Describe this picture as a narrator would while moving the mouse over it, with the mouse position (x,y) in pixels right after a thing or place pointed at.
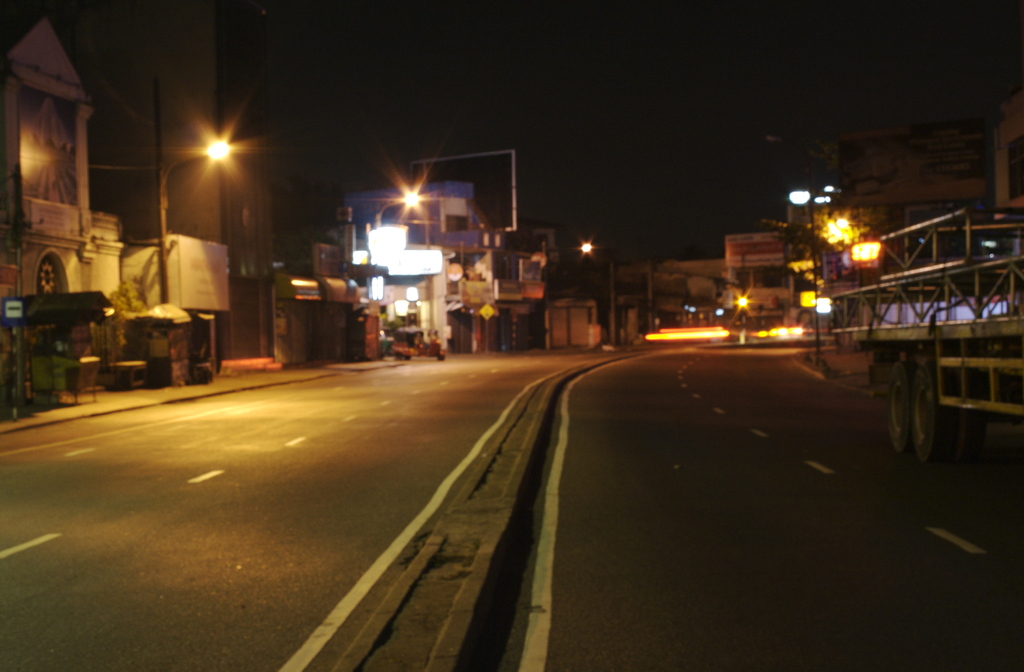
In the foreground of the picture (229,424) it is road (385,559). On the right (859,301) there is a construction (997,357). On the left (173,298) there are buildings (146,234), street lights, bus stop (13,330), footpath (235,380), auto (399,342) and other objects (202,286). In the center of the background (558,196) there are buildings (524,269), street lights (815,256) and sky (649,60).
